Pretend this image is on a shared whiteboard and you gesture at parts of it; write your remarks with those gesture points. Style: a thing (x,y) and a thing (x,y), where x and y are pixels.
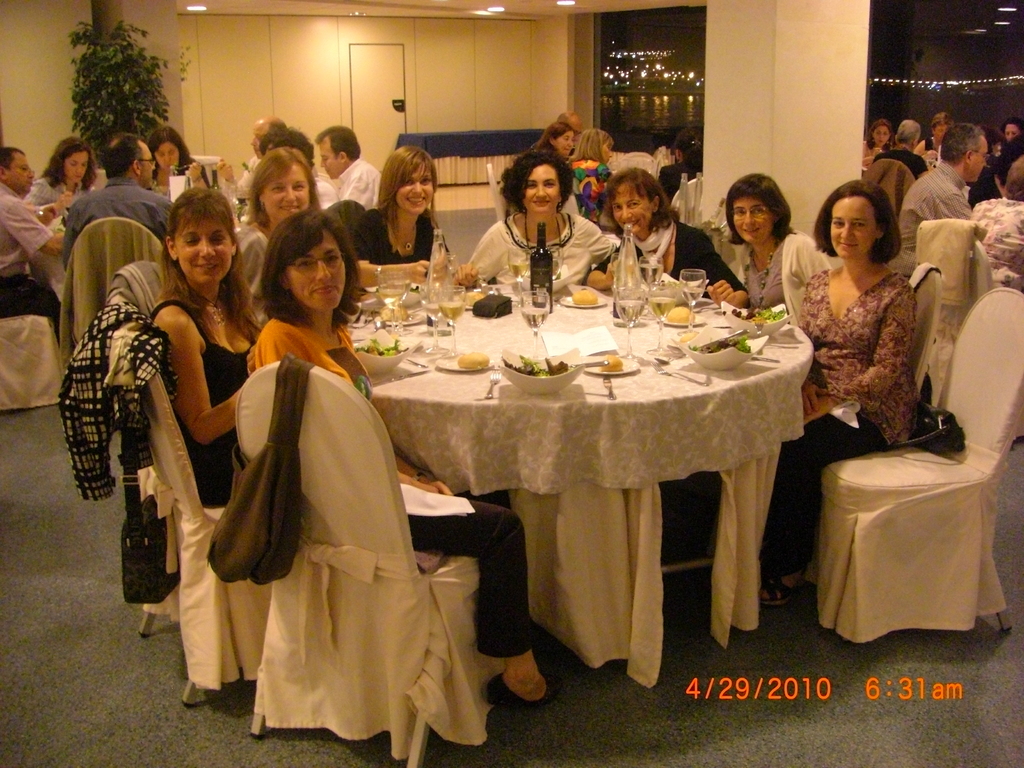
In this image, there are some persons (815,528) sitting in a chair (999,406) in front of this table (456,464). This table (638,412) is covered with a cloth (549,433) and contains bottles (432,262), glasses (693,288), plates (620,372) and bowls (714,359). There is pillar (768,94) behind these persons (608,216). There is a plant (87,62) behind these persons (177,237). There are some lights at the top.
